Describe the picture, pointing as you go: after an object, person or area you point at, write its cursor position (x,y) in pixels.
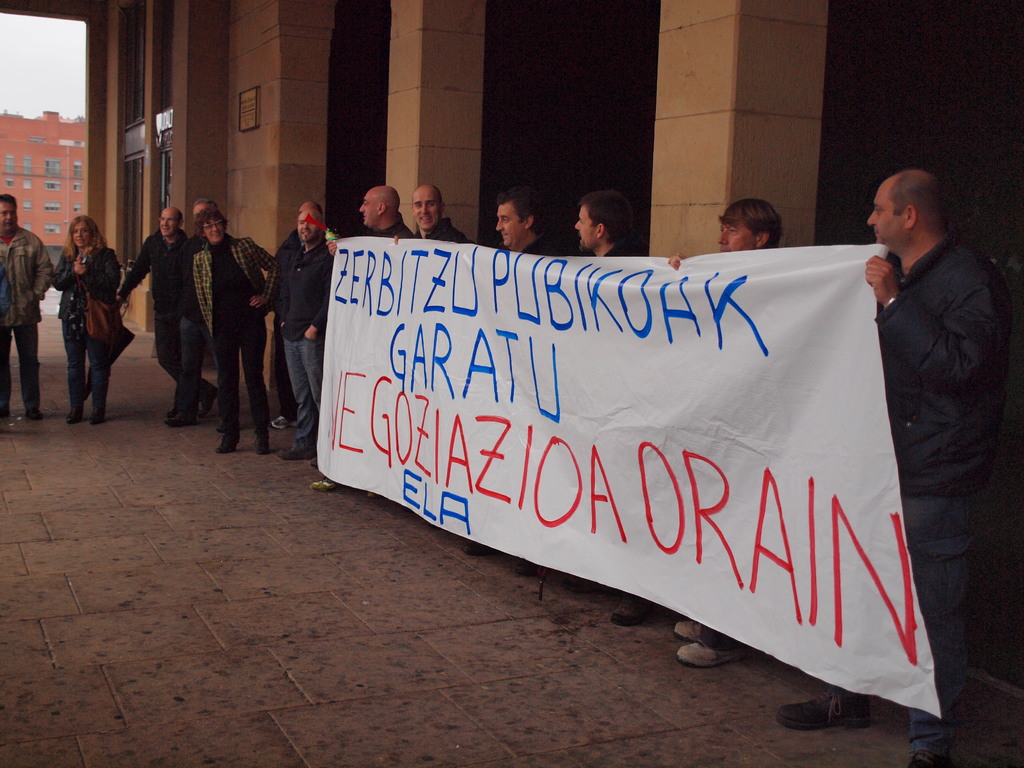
In this picture I can observe some people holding a white color poster (595,359). There is some text (512,379) on the poster (539,514). There are men (319,284) and women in this picture. In the background (113,192) there is a building (44,192) and a sky (36,71).
